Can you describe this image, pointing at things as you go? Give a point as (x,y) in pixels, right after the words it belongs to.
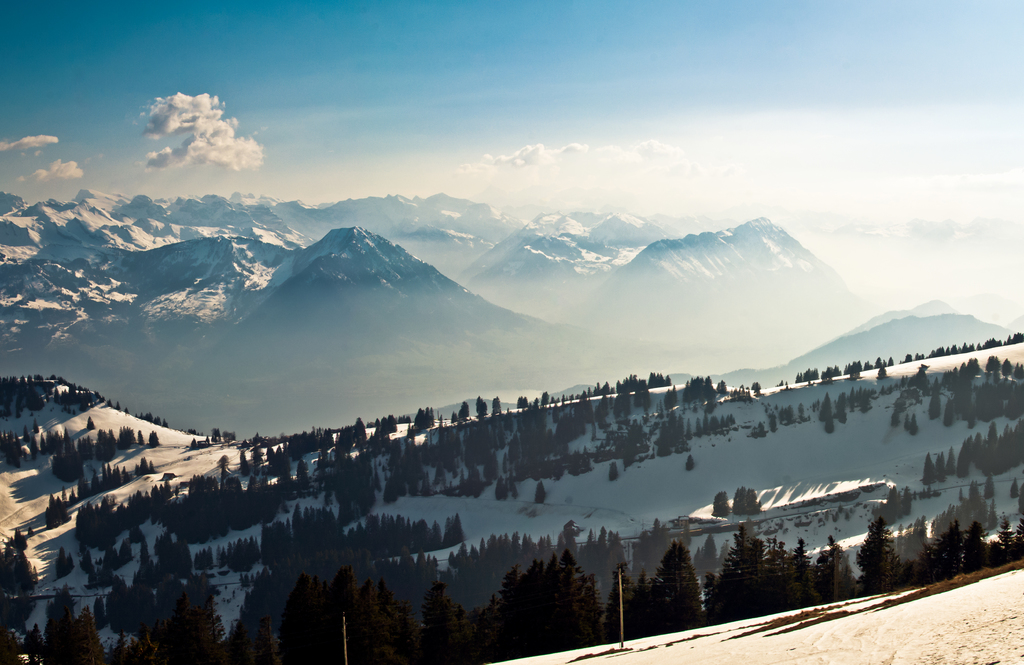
In this picture there are trees (66,465) on the snow floor (921,422) and there are mountains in the center of the image (510,285).
